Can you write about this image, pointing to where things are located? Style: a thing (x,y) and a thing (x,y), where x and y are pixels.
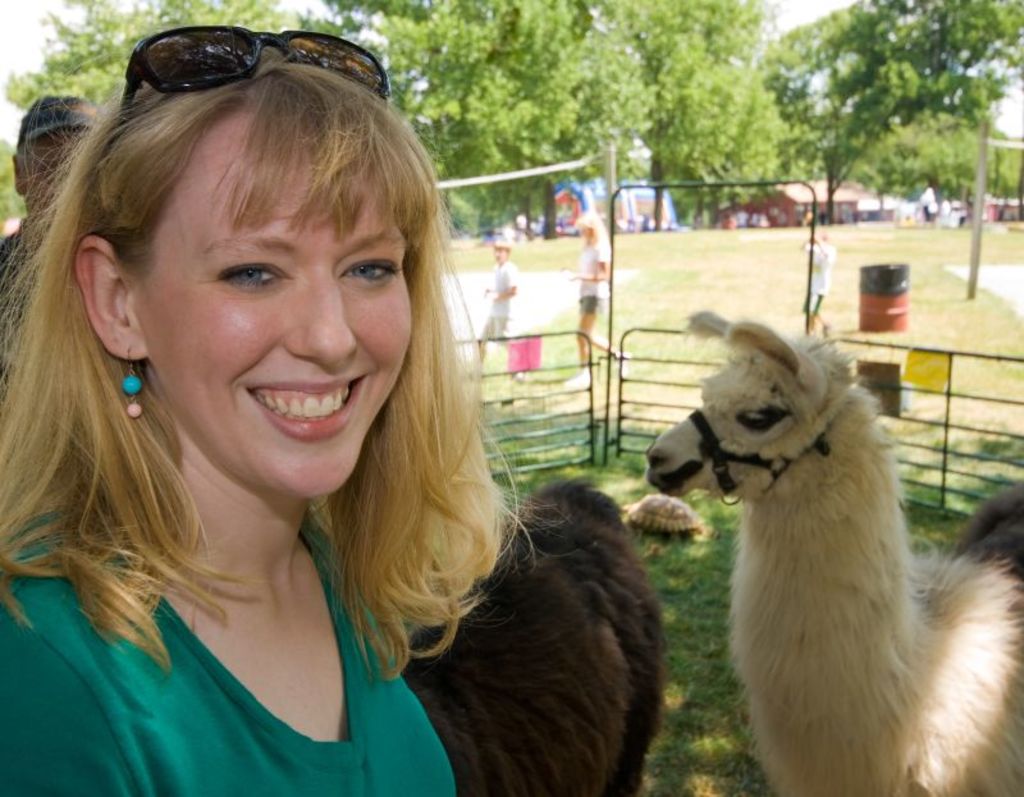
It is a park (483,220) there is a woman (206,185) standing in the front (190,413) and smiling, behind her there are some animals (628,546) and in the background (592,321) some people (494,306) were moving on the grass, behind them there are many trees (634,93).
